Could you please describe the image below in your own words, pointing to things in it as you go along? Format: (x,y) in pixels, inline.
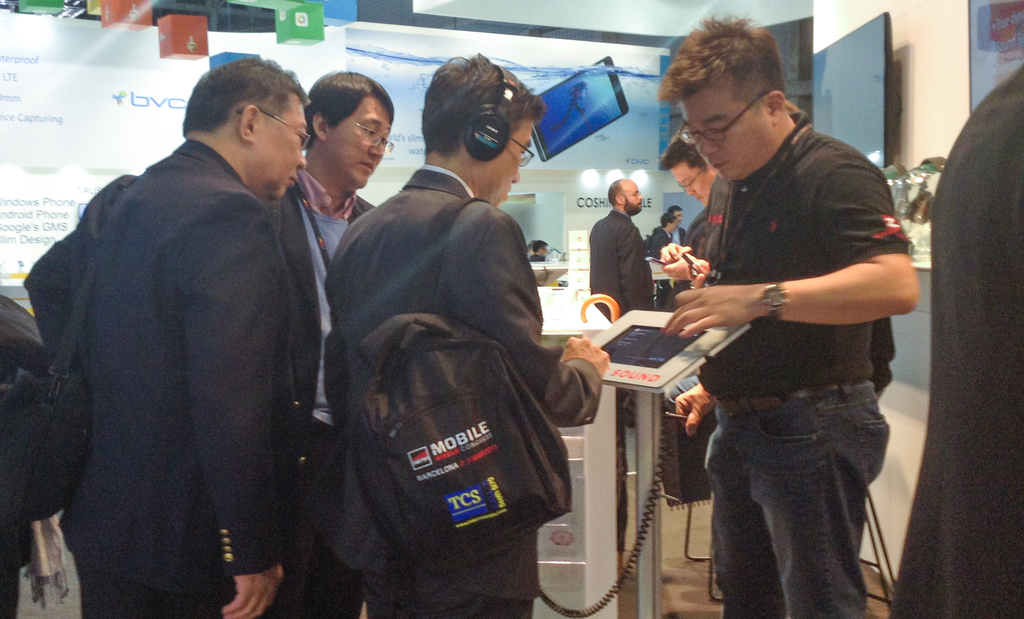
In this image I can see few people (483,271) standing and few are wearing bags (467,404). I can see few boards (136,103), banners (630,111), screen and white wall (924,111).
